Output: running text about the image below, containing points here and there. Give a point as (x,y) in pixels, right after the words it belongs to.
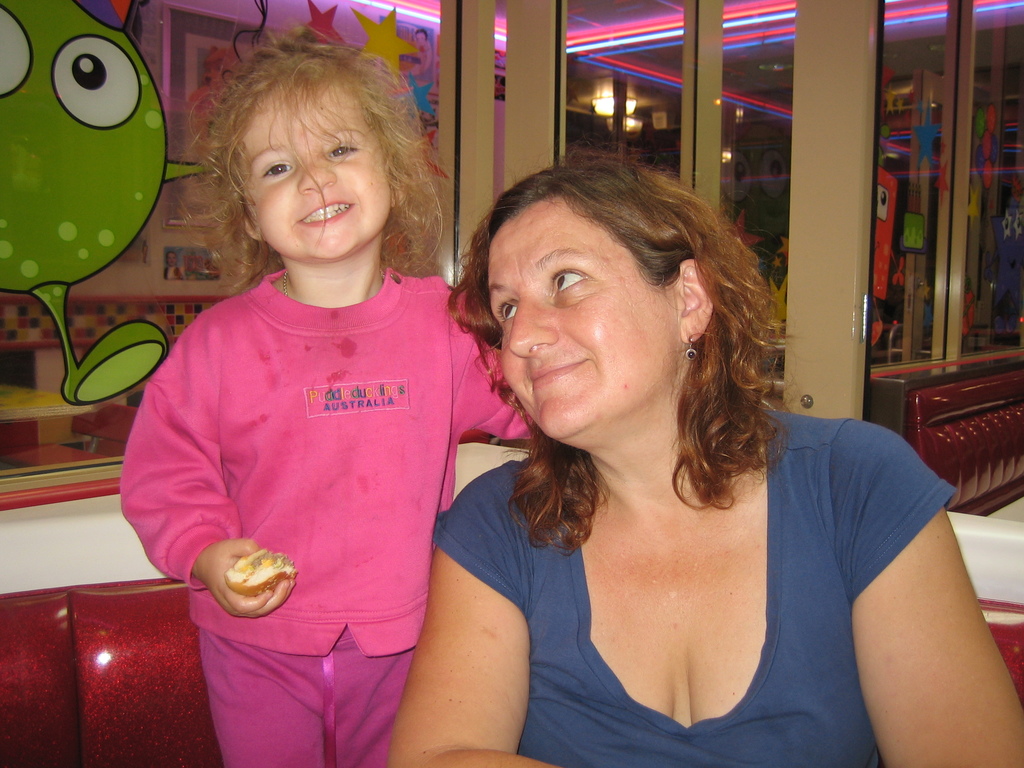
In this image, I can see a woman (599,663) sitting and a girl (351,641) standing. On the left side of the image (147,224), there are stickers (106,149) on a glass door (90,185). I can see lights (629,125) and few objects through the transparent glass doors (688,166).
